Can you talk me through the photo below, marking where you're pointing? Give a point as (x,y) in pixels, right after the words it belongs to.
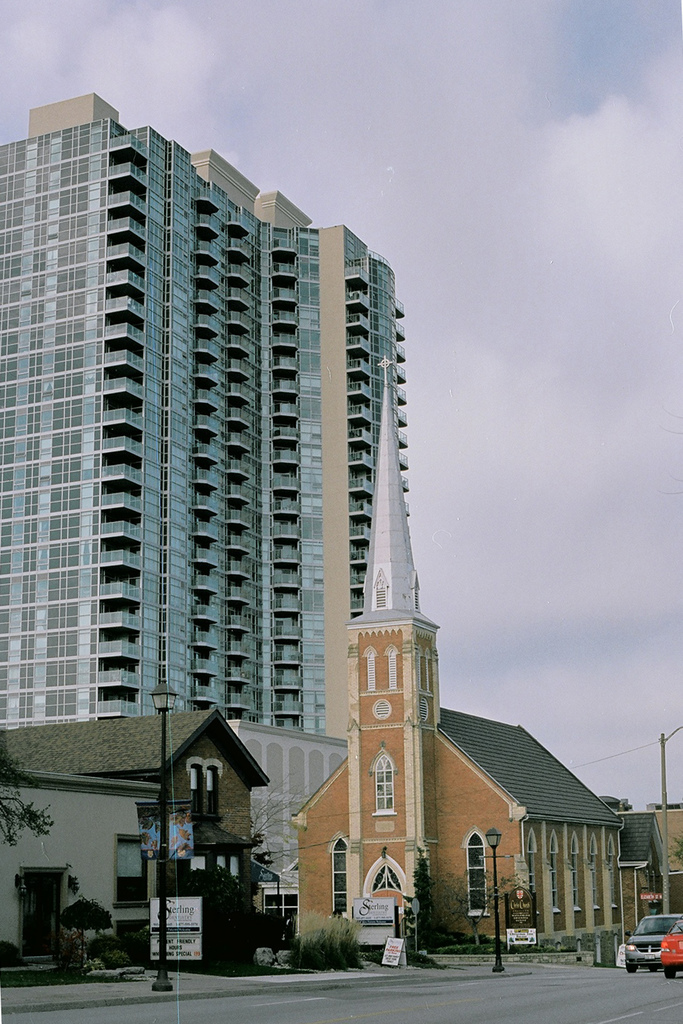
In this picture we can see the brown color church (483,837) with roof top tiles (515,784) in the front (524,780). Beside there is a road (584,990) and some cars (644,936). In the background (208,558) there is a big glass building (237,345). On the top (409,203) there is a sky (311,131) and clouds (436,116).
